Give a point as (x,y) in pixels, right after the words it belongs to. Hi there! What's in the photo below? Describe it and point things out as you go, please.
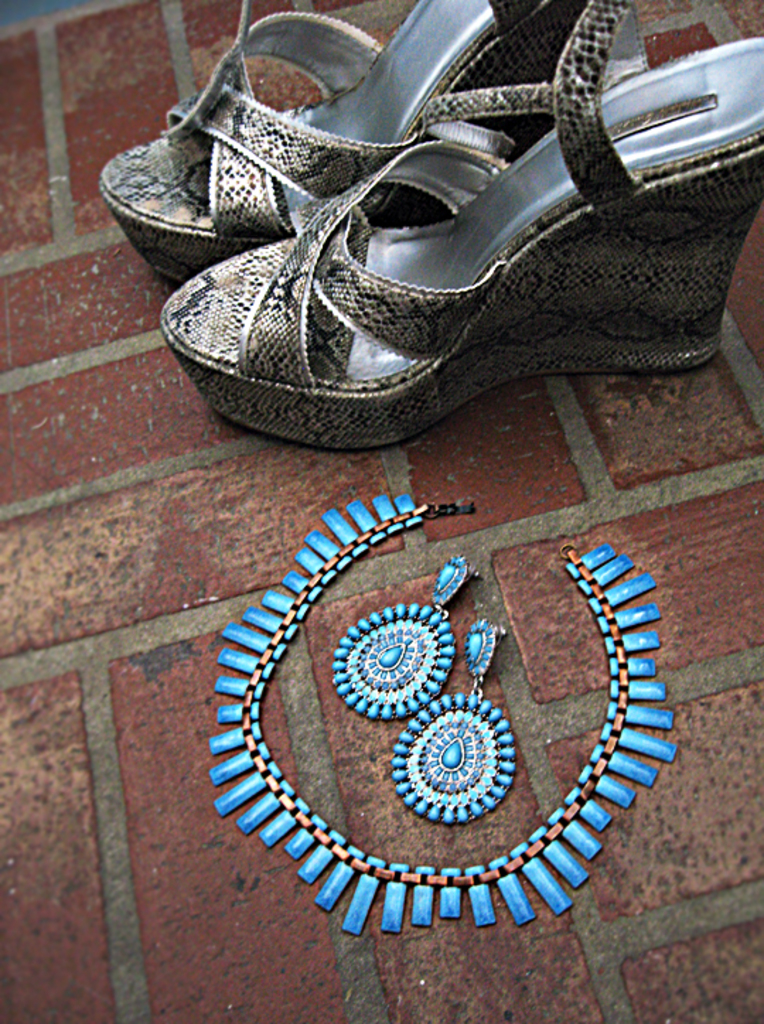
In this picture I can observe necklace (572,574) and earrings (418,713) which are in blue color. They are placed on the floor (194,598). In the top of the picture (390,194) I can observe sandals (430,210).
